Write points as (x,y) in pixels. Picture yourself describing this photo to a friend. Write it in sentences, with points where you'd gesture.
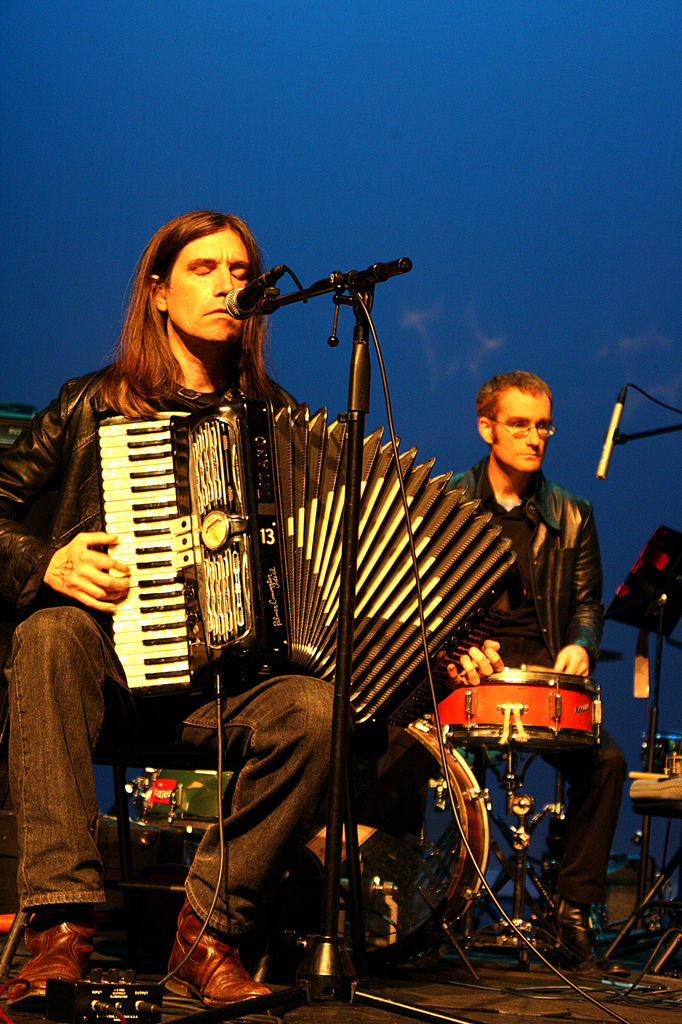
In this image I can see two men (313,740) are sitting and playing some musical instruments (378,616). In front of these men (529,583) there are two mike stands (298,298). At the top of the image (338,154) I can see the sky (304,150).
